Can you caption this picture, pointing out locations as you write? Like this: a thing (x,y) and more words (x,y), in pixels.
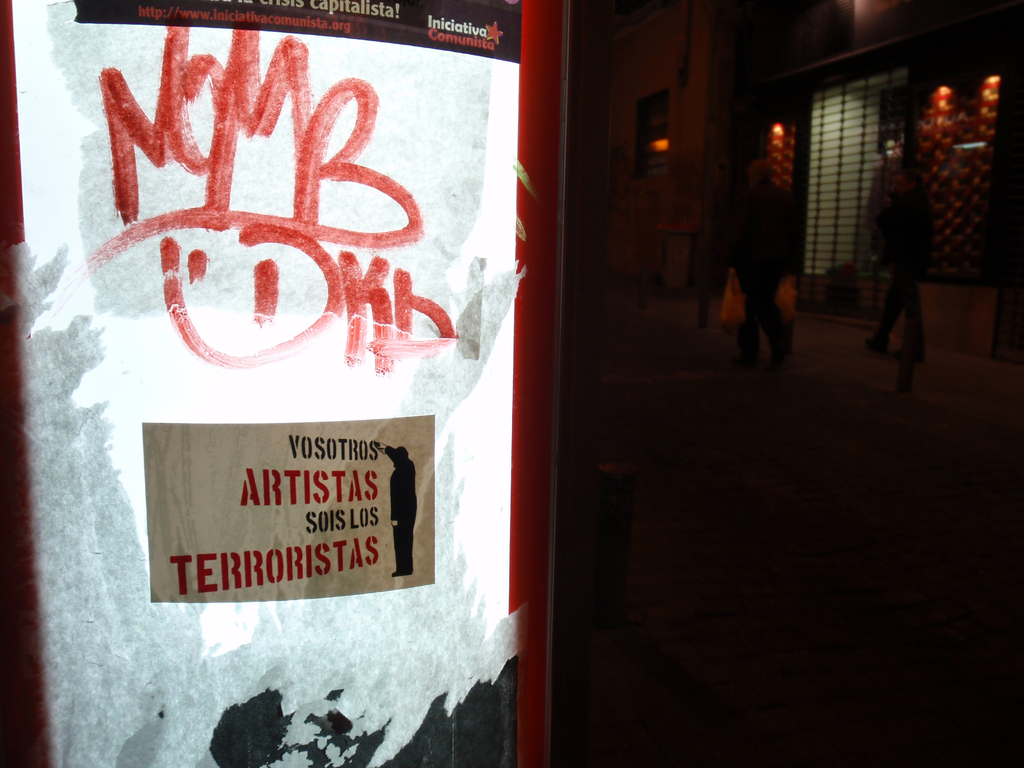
In this image in the foreground (399,338) there is one glass door (161,336) and some text (124,203) is written on the door (375,252), and also there is one poster (358,463). On the door (392,286) on the right side (773,282) there are some people (894,281) who are walking and there is a wall (772,117) and a gate (864,163).
